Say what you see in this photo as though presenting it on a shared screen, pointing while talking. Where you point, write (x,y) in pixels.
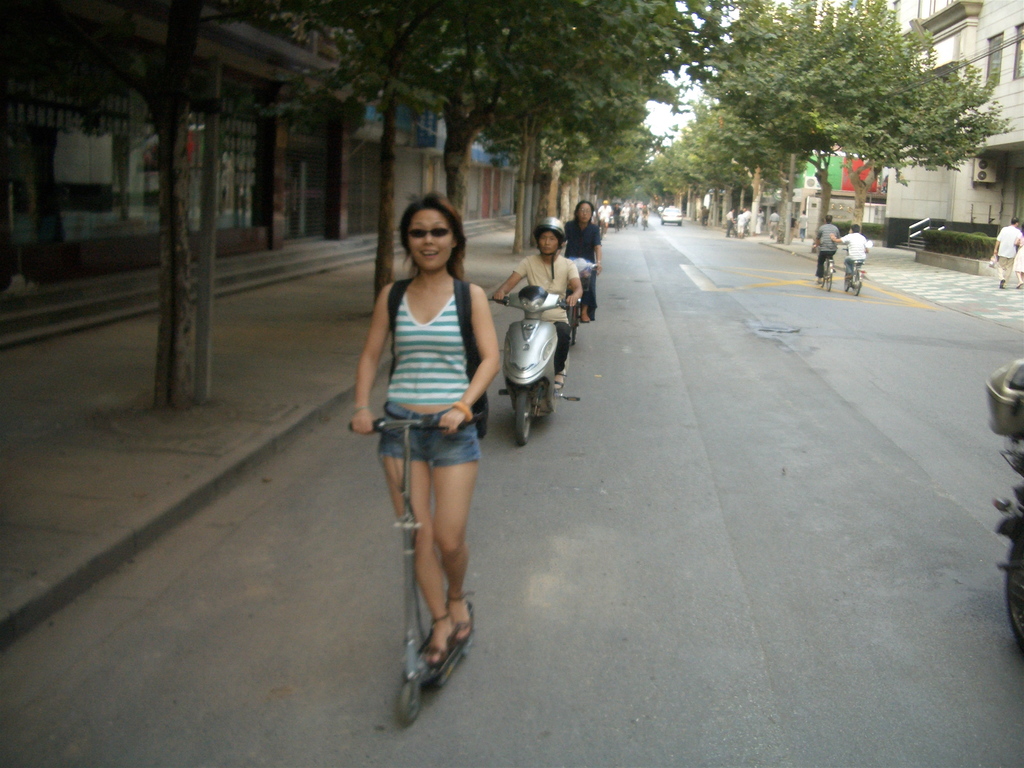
In this picture we can see a woman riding scooter (428,688) and there is a man (557,344) riding a bike (536,378). This is road (732,502) and there are two persons (846,265) riding bicycles (826,260). There is a car (675,212) and there are some persons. Here we can see trees (811,117), buildings (954,3), and plants (941,243). This is sky (658,117).
